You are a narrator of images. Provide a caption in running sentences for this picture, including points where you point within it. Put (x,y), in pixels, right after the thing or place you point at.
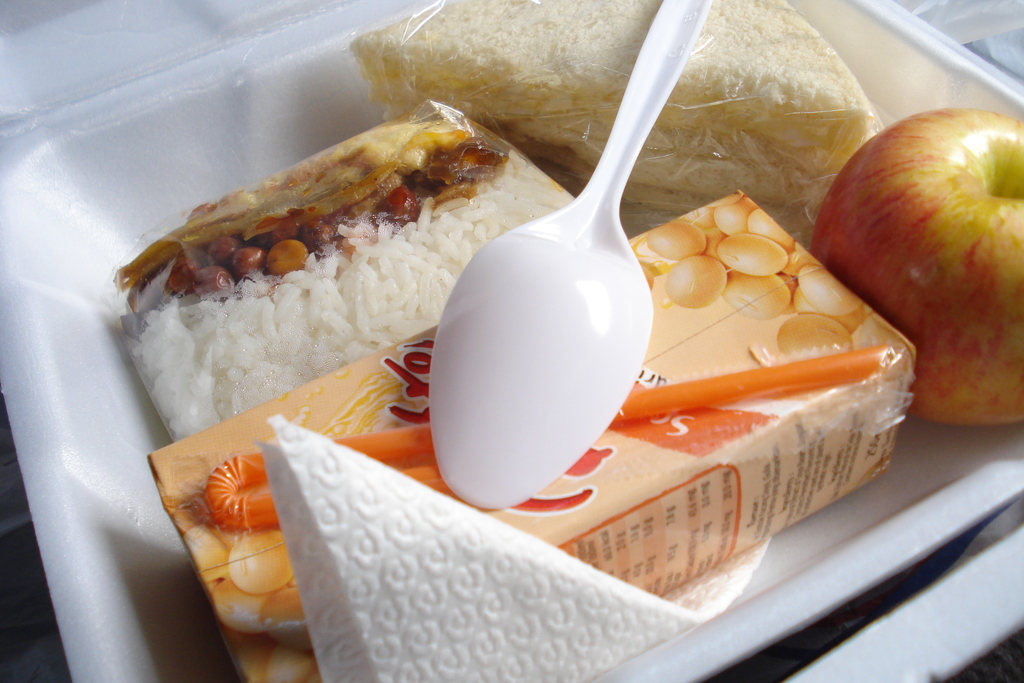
In this image there are food items (476,189), apple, juice (767,264), plastic spoon (614,340) and tissue (384,564) are arranged in a thermocol box (142,462).
